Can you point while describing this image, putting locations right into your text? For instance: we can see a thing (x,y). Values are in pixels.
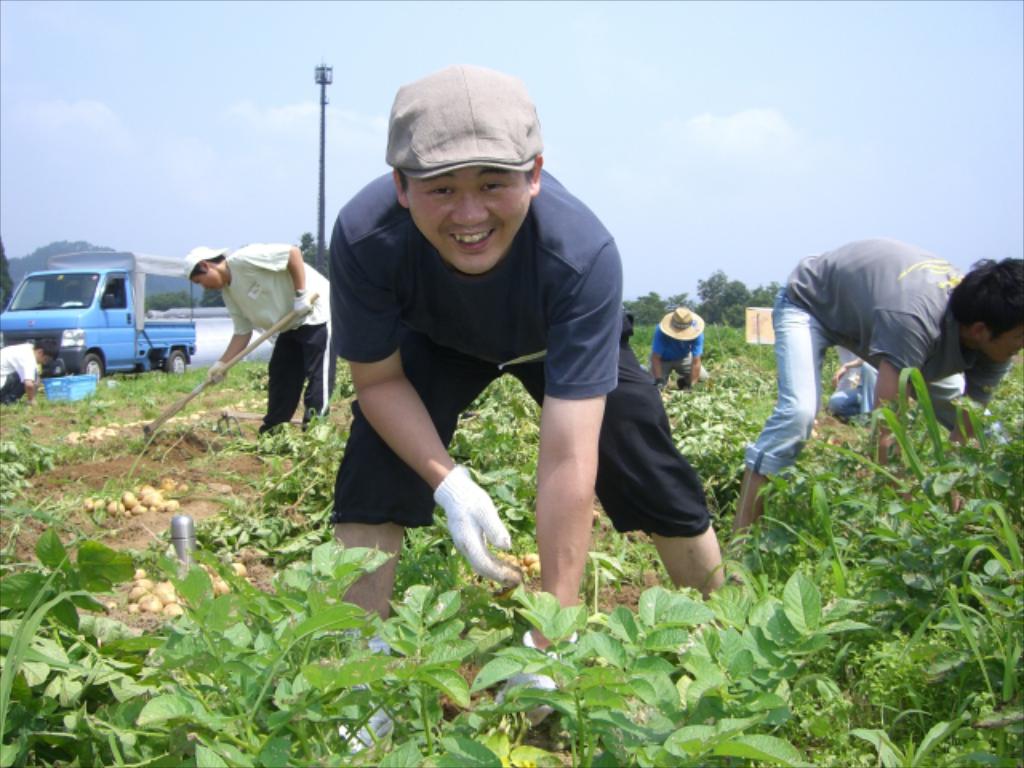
In this image we can see few persons (606,307), vegetables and plants (525,416). The person (363,479) in the foreground (465,533) is smiling. Behind the persons (219,365) we can see a vehicle (99,308), pole (322,149), mountains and a group of trees (647,319). At the top (199,45) we can see the sky (227,81).
